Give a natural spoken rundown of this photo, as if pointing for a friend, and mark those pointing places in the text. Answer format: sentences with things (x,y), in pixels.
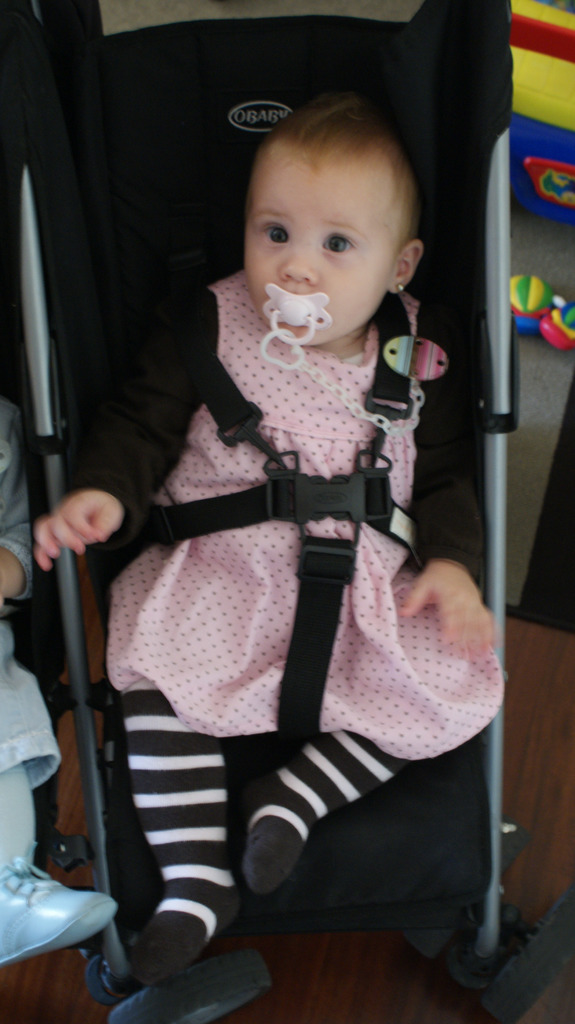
In this picture we can see a kid (162,691) sitting on a stroller (361,837) with an object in mouth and beside this stroller (52,256) we can see a person (35,913) and in the background (523,315) we can see some toys (526,187).
